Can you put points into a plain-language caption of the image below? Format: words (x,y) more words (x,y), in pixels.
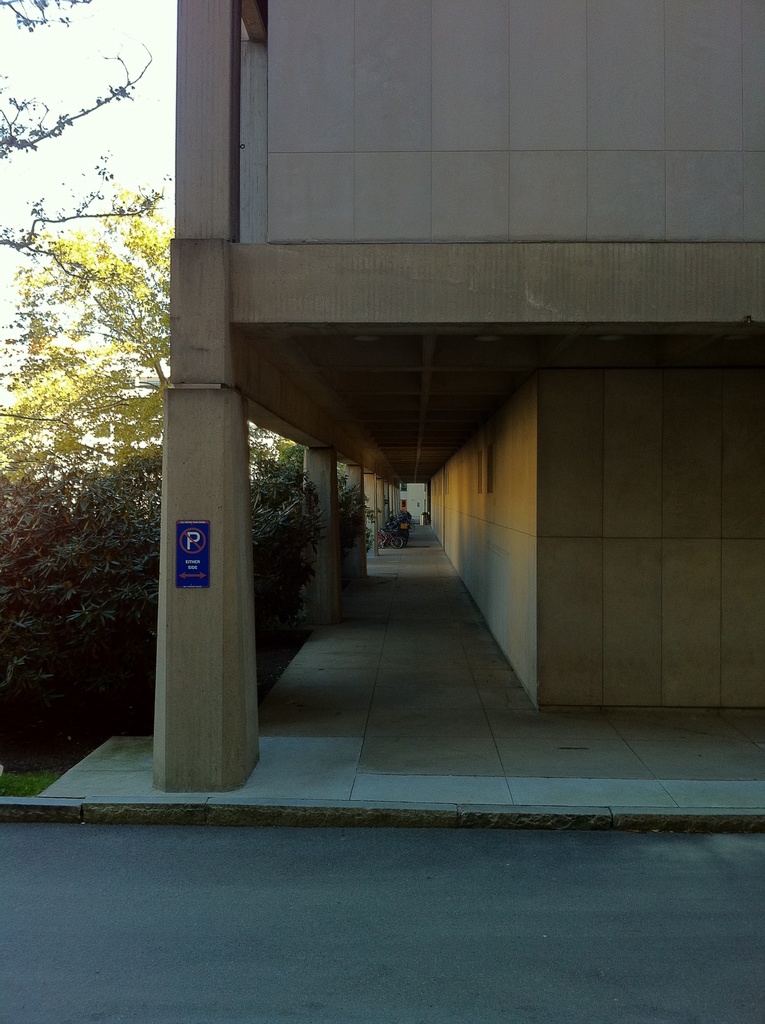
In this picture we can see a building (548,233), on the left side (116,518) there are trees (98,381), we can see pillars (354,479) in the middle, it looks like a dustbin (422,523) in the background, there is the sky (129,90) at the left top of the picture (103,72), there is a board (180,539) pasted on this pillar (214,599).
